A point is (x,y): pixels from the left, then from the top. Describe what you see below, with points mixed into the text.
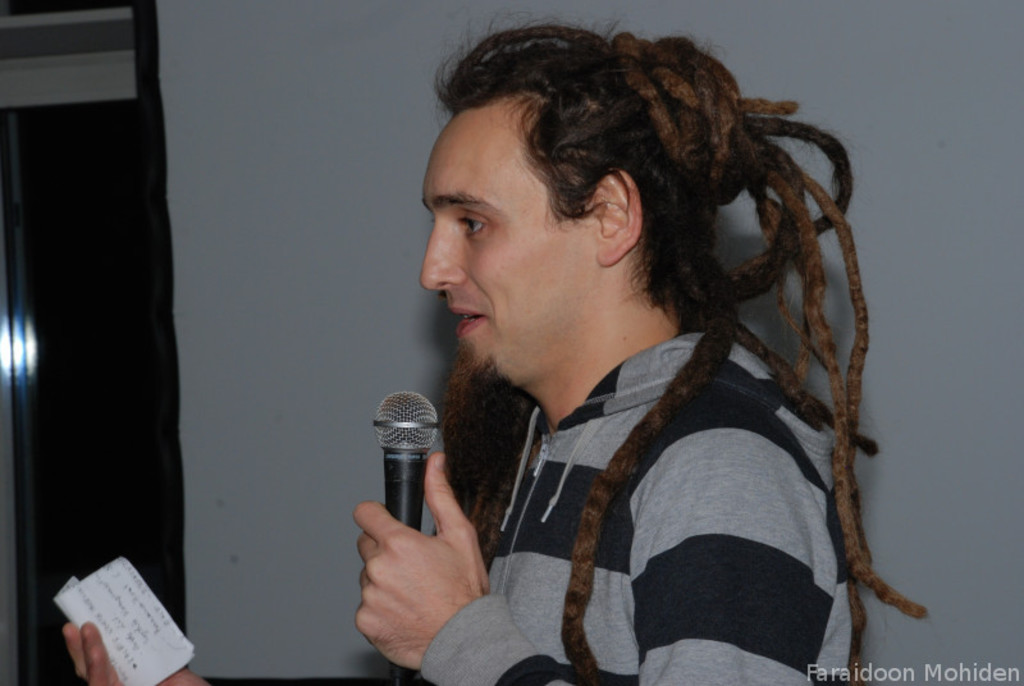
There is a person (500,470) holding a mic (395,464) and paper (150,609). In the background (192,607) there is a wall (974,586).
